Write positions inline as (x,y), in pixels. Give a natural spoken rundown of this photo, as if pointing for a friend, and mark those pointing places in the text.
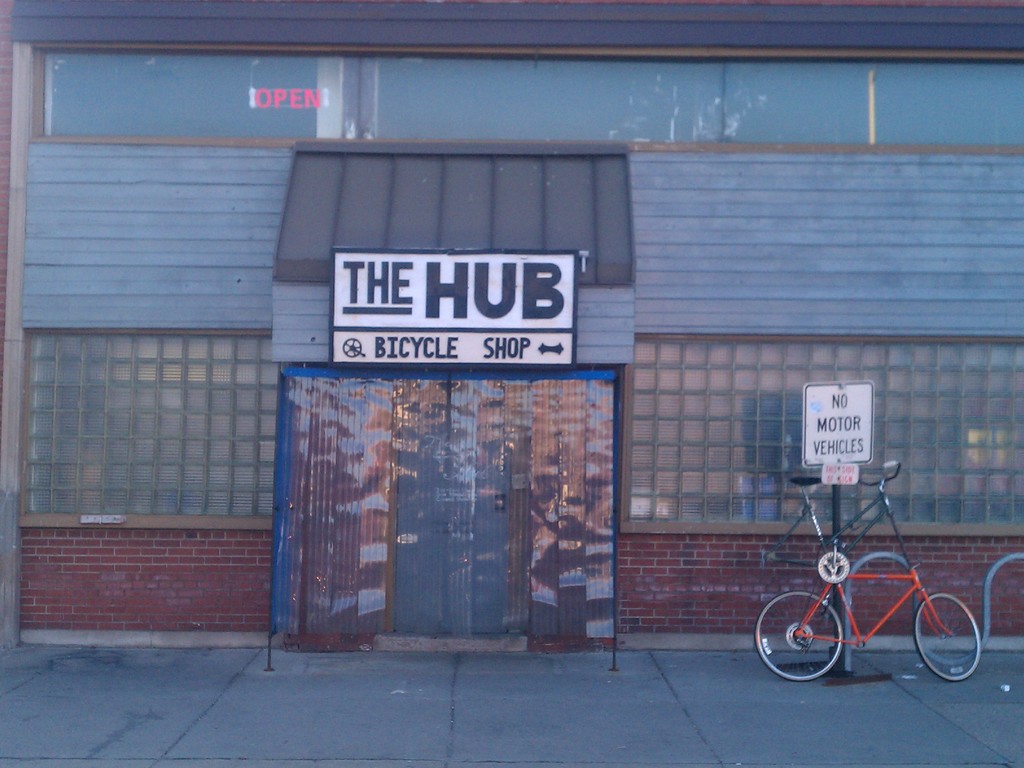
In this image we can see there is a building (658,424). In front of the building (787,569) there a bicycle (810,565) and a pole (837,454).
